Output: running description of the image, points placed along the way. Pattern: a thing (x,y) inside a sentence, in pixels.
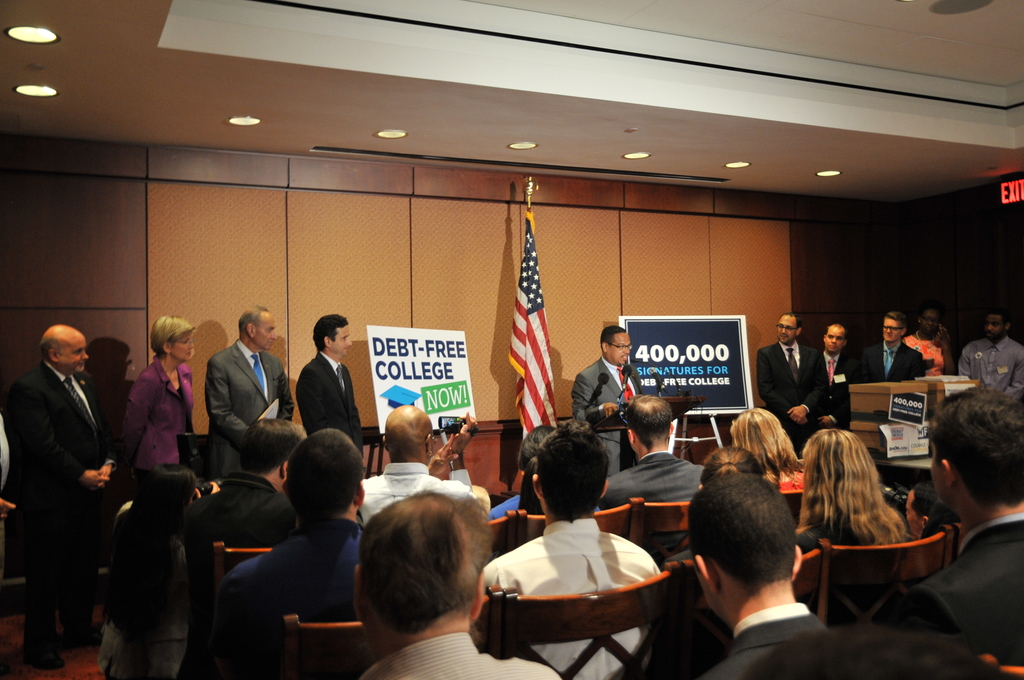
In this image there are people (406,498), boards (449,404), poster (924,416), flag (534,351), chairs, stand (681,441), exit board (1014,195) and ceiling lights (34,35). Among them few people (737,494) are sitting on chairs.
